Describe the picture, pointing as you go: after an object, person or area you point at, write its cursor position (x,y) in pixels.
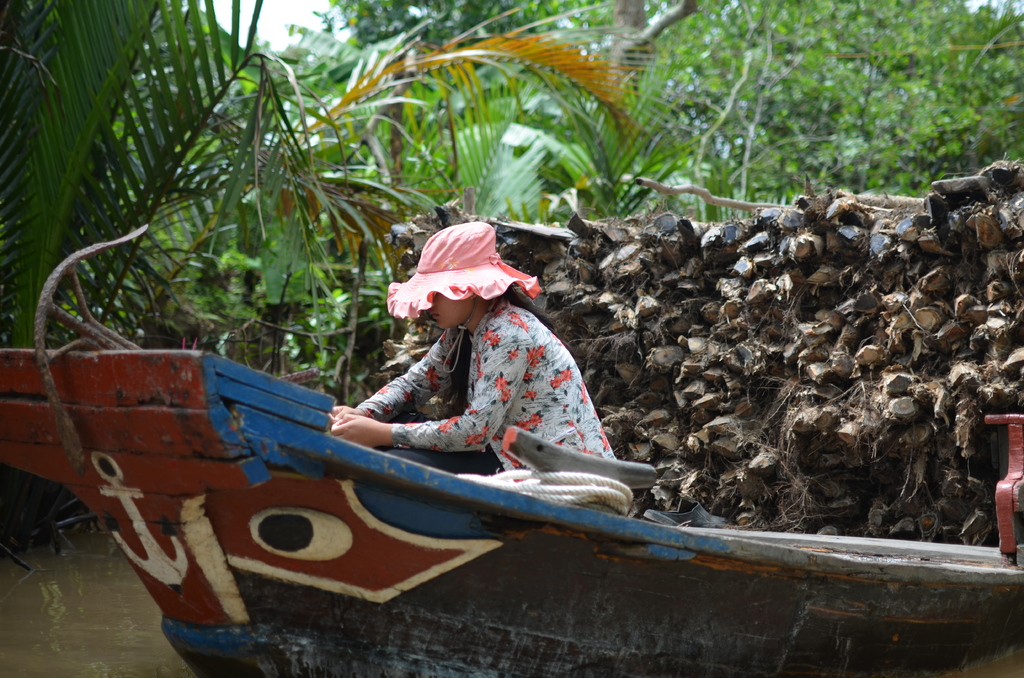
In this picture we can see a girl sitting on a boat (169,595), behind we can see some trees (449,168) and wooden things (718,345) are placed.
